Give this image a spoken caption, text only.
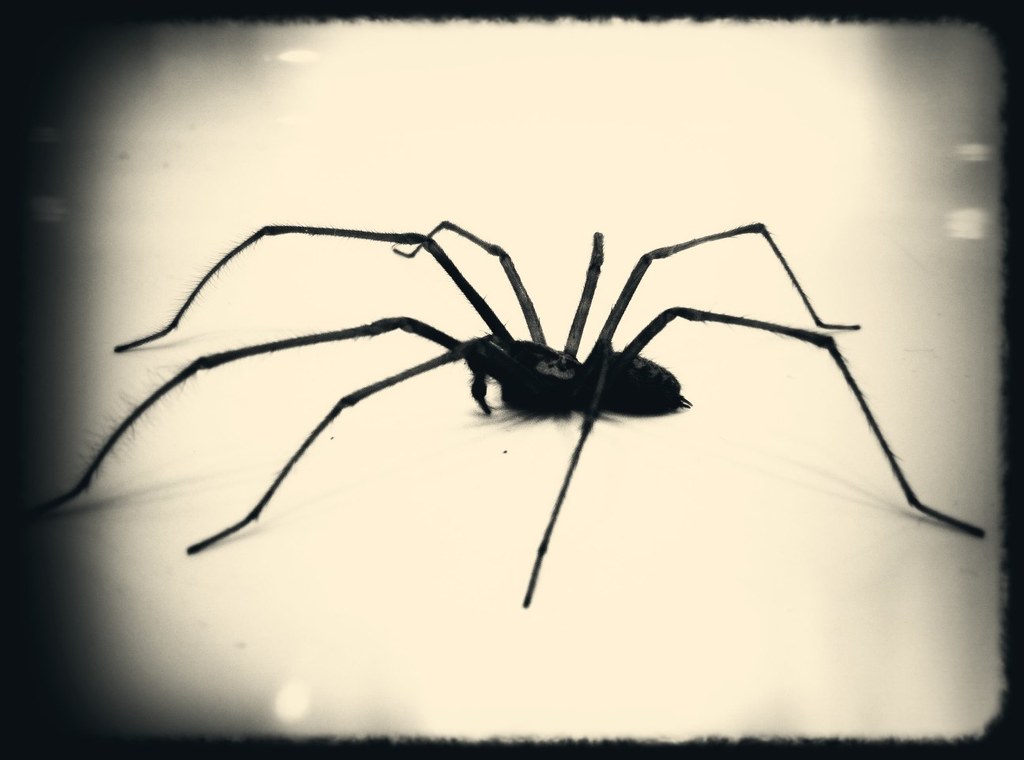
In this image I can see a black colored spider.
